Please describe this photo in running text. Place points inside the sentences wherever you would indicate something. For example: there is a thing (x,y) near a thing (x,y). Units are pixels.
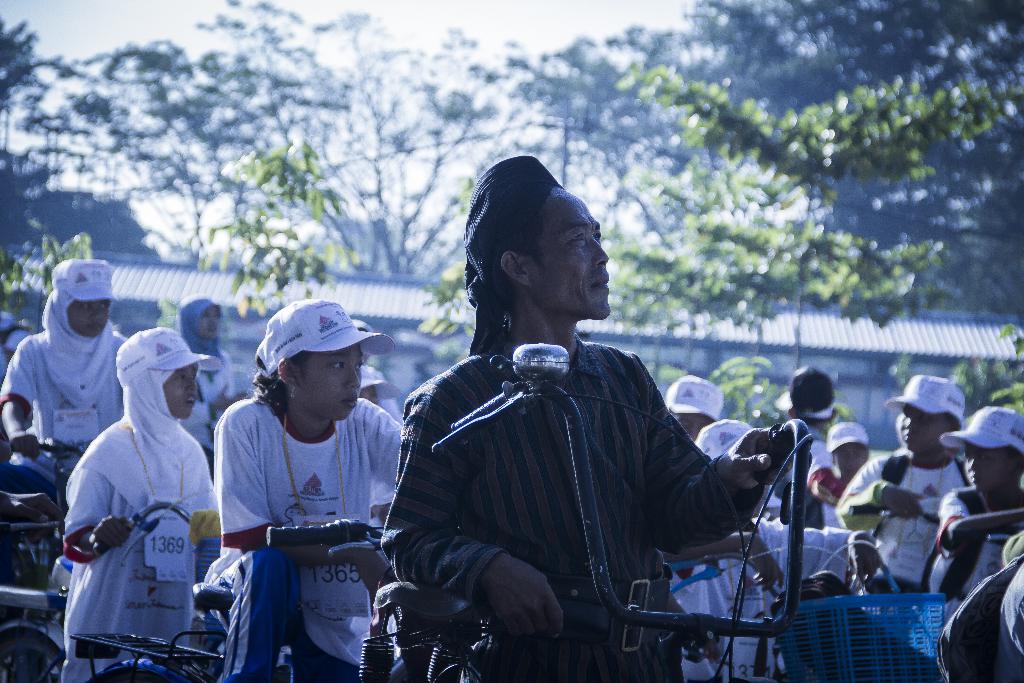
In this image, we can see some people (631,579) and there are some bicycles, there are some trees (612,239).
